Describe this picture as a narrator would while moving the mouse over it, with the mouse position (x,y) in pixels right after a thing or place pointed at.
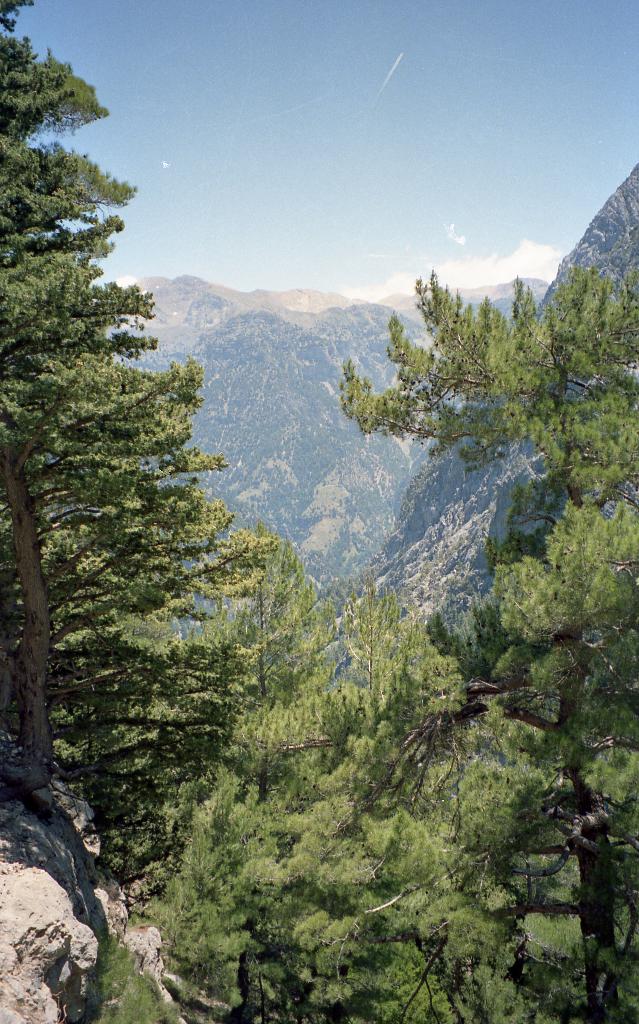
In this image we can see trees (490,735) and mountains (275,375). In the background (442,157) there is sky (426,248) with clouds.
